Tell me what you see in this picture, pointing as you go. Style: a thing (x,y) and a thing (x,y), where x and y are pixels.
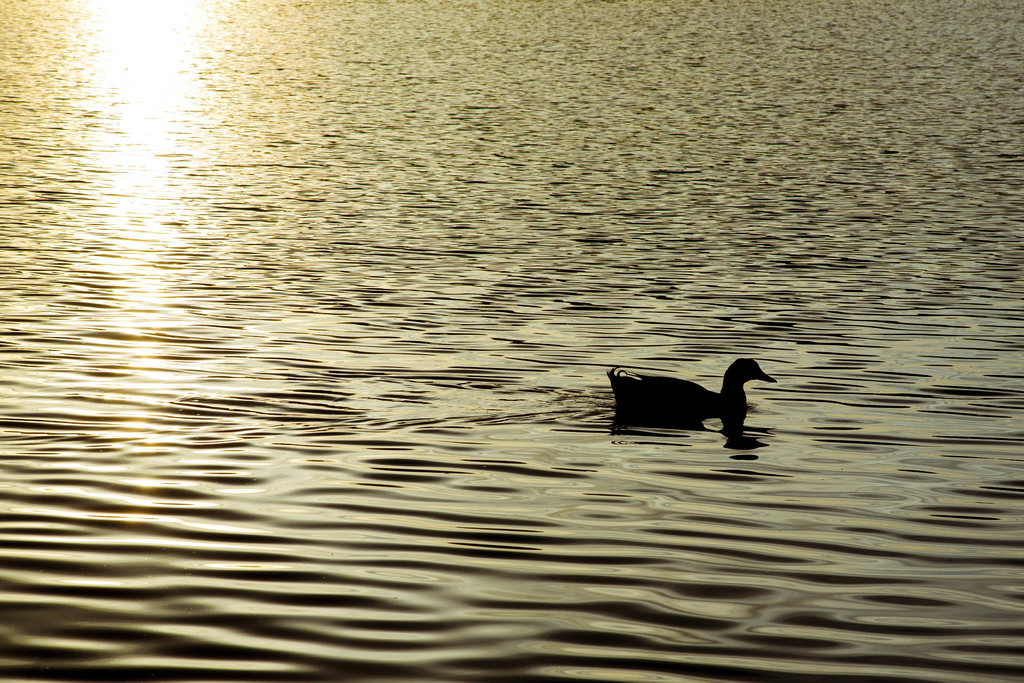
This image is taken outdoors. At the bottom of the image (420,591) there is a river (579,182) with water (437,182). In the middle of the image (660,387) there is a duck (660,387) swimming in the river (755,390).
